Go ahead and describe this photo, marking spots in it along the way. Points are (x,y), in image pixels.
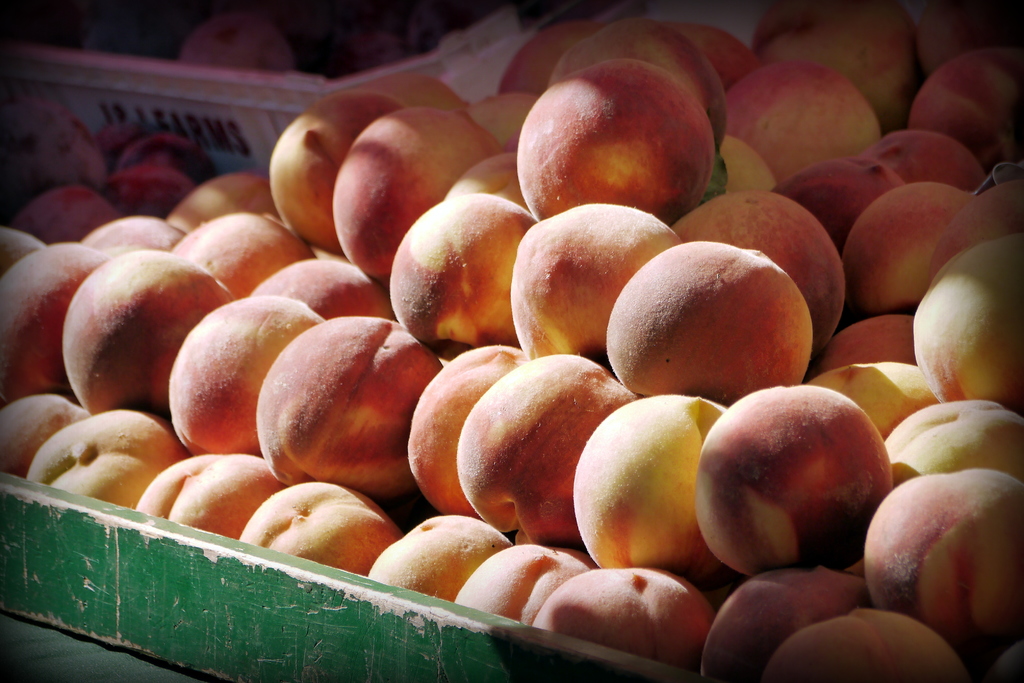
In the center of this picture (641,383) we can see many number of fruits (442,443) and a basket (259,87) containing some fruits (15,427).
